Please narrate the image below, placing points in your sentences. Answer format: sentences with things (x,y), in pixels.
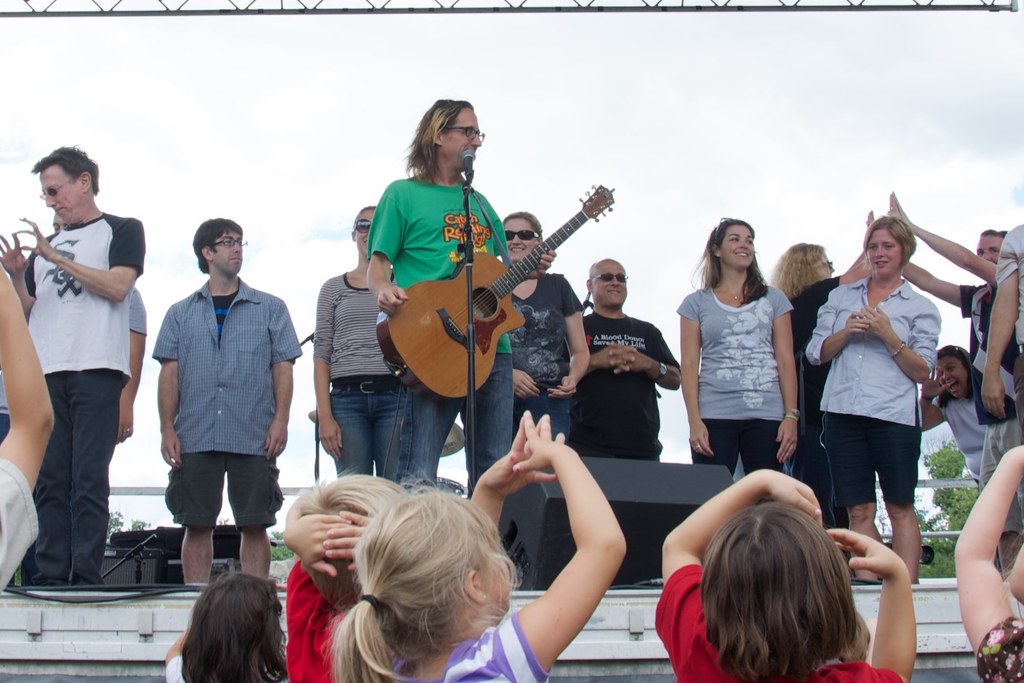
In this picture we can see some persons (744,341) are standing on the floor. This is mike (468,163). And he is playing guitar (541,260). On the background (746,71) we can see sky (877,100). And these are the trees (939,499).
